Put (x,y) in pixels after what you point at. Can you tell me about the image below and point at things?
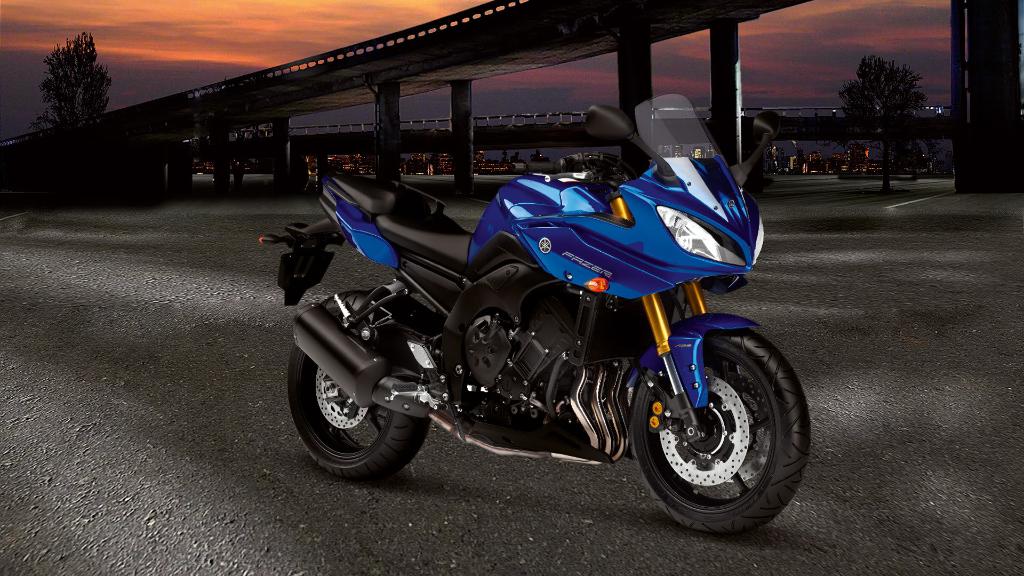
This is an edited image in which there is a bike (586,316) in the front (547,303). In the background (528,83) there are trees (860,110), bridges (521,121) and the sky (208,29) is cloudy and there are buildings (781,170).
